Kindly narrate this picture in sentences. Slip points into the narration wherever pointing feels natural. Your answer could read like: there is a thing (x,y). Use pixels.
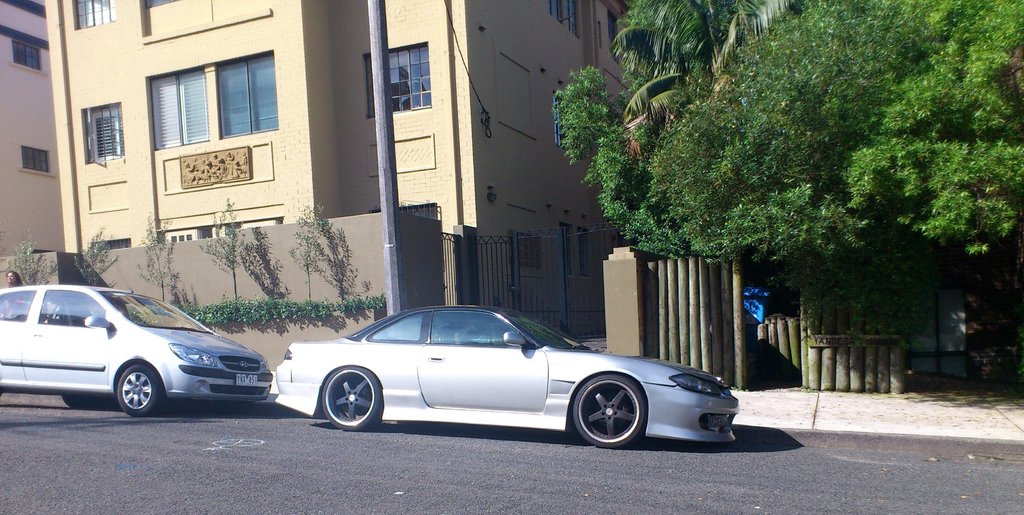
In this image there are cars (225,369) on the road (280,406). In the background (273,208) there are buildings (291,155), trees (696,141) and in front of the building (396,86) there are plants (320,303) and there is a pole (386,129).
